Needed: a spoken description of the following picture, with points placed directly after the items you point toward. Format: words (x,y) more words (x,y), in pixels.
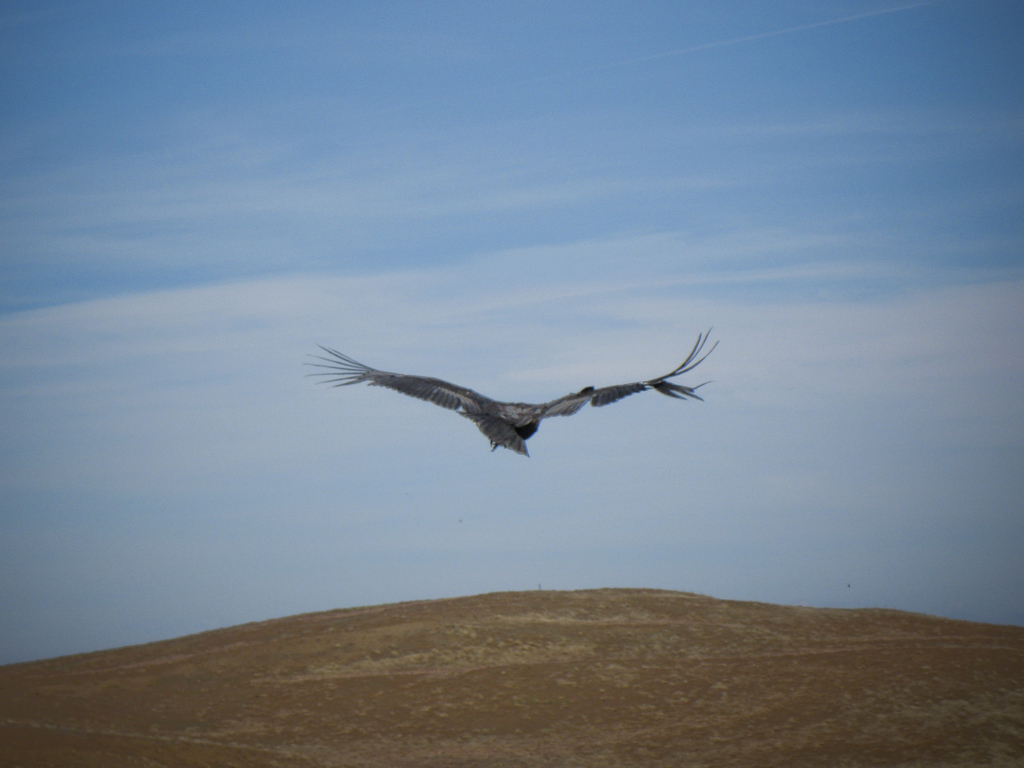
In this image there is a bird (581,396) flying in the sky (540,479), beneath the bird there is land (387,639).
